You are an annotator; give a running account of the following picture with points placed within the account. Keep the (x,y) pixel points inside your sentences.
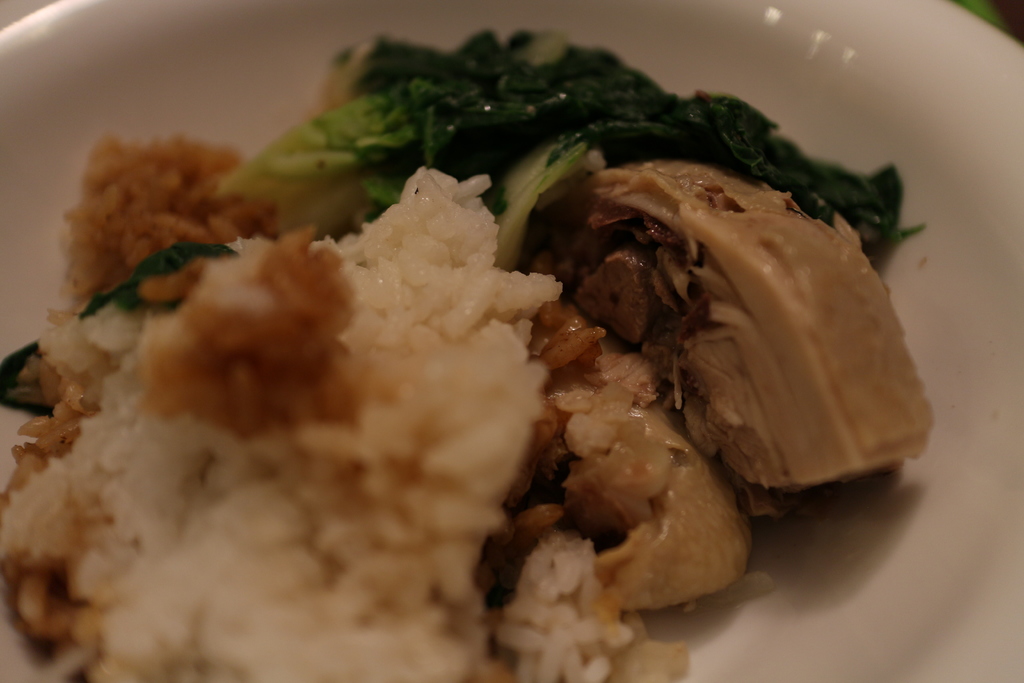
Here in this picture we can see rice (404,476), meat (632,414) and other leafy vegetables (488,173) present on a plate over there.
